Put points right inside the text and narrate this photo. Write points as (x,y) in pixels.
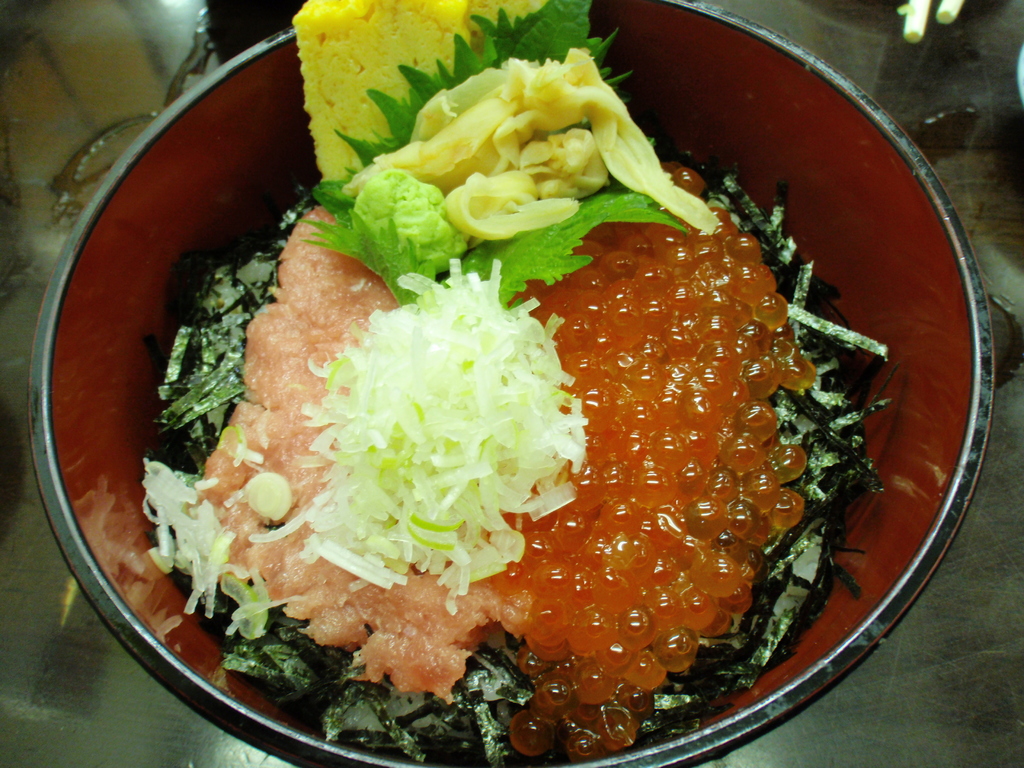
In this picture we can see a bowl (750,89) of food (417,464) kept on a table (116,700).
